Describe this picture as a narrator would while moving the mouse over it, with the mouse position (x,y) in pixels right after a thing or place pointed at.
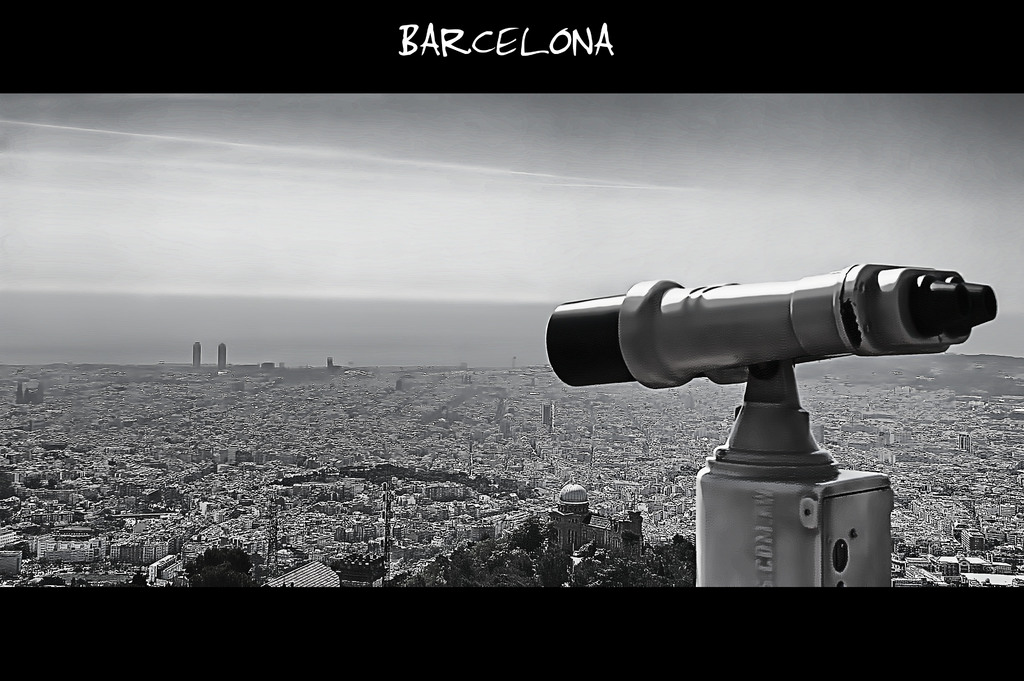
Here in this picture we can see a telescope (724,354) present in the front (747,472) and in front of it we can see buildings (292,437) present all over there and we can see clouds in sky (127,222) over there.
